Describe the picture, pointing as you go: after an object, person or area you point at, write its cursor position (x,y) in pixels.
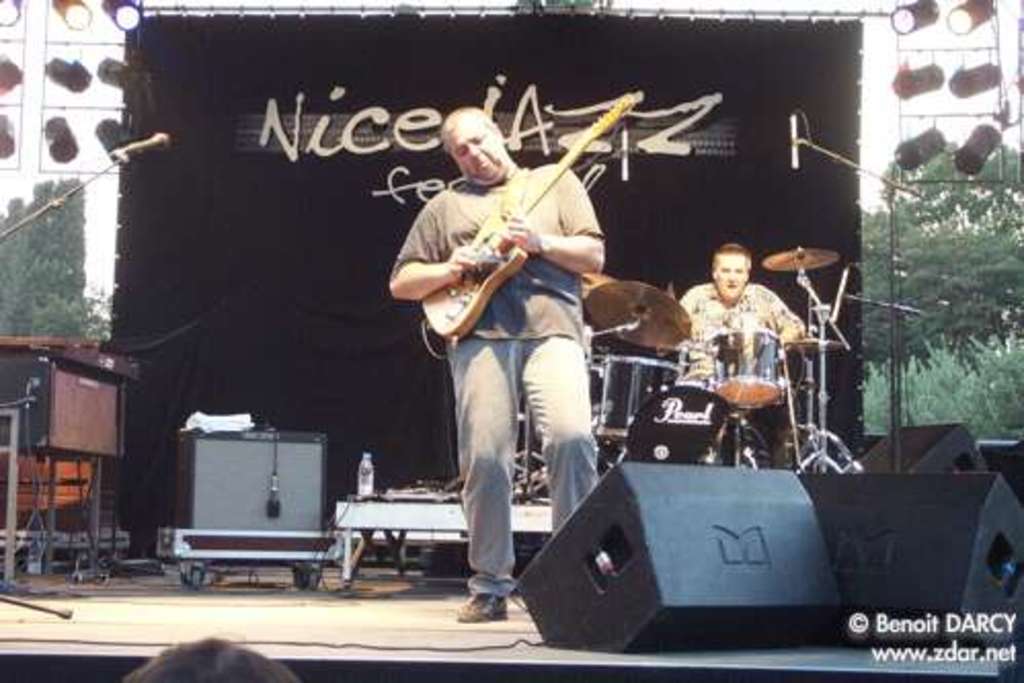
In this picture, we see a man (528,307) is standing and he is holding a guitar (573,162) in his hands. On the right side (692,601), we see the speaker boxes (684,477). Behind him, we see a man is sitting on the chair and he is playing the drums (627,325). We see a water bottle (362,469) is placed on the table (397,508). Beside that, we see an object (273,452) in grey and black color. On the left side (53,502), we see a table (9,508). Behind them, we see a banner (269,124) or a sheet (284,256) in black color with some text (314,150) written on it. On either side of the picture, we see the lights (7,80) and the trees (965,237).
